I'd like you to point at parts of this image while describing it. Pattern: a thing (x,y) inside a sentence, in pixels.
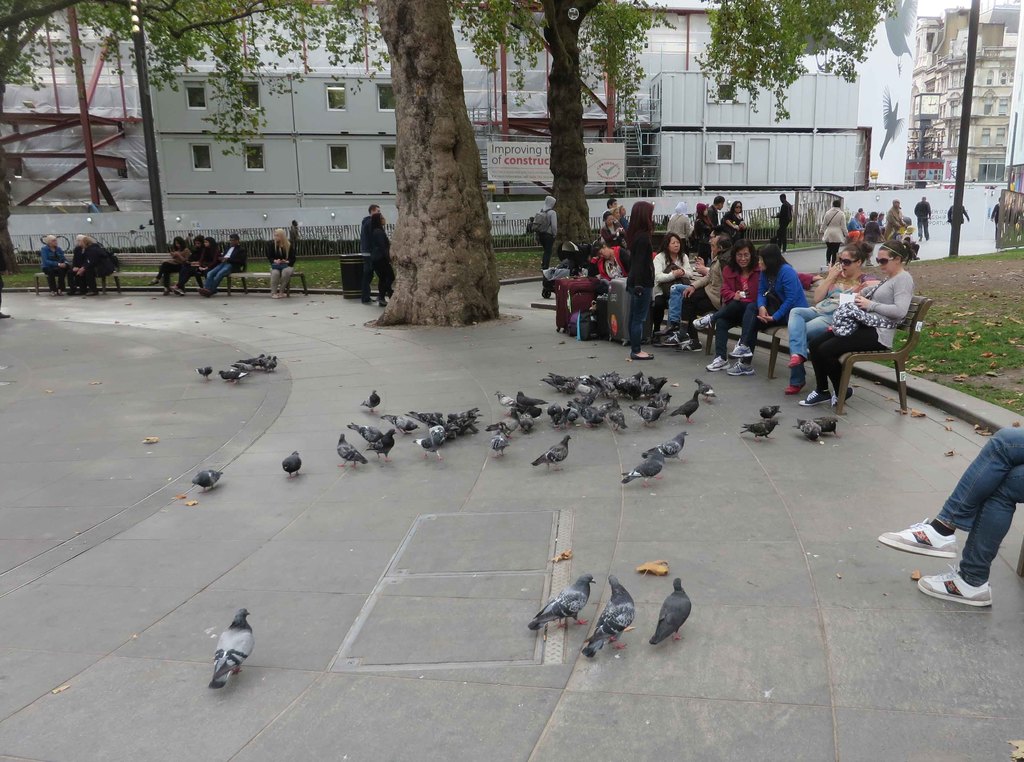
In this picture I can see the path (314,487) on which there are number of birds (709,388) and I can see the benches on which there are people (227,261) sitting. In the middle of this picture (630,309) I can see the grass (1015,306) and few more people (645,303) who are standing. I can also see the trees (414,182) and the poles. In the background (53,167) I can see the buildings (321,45).
